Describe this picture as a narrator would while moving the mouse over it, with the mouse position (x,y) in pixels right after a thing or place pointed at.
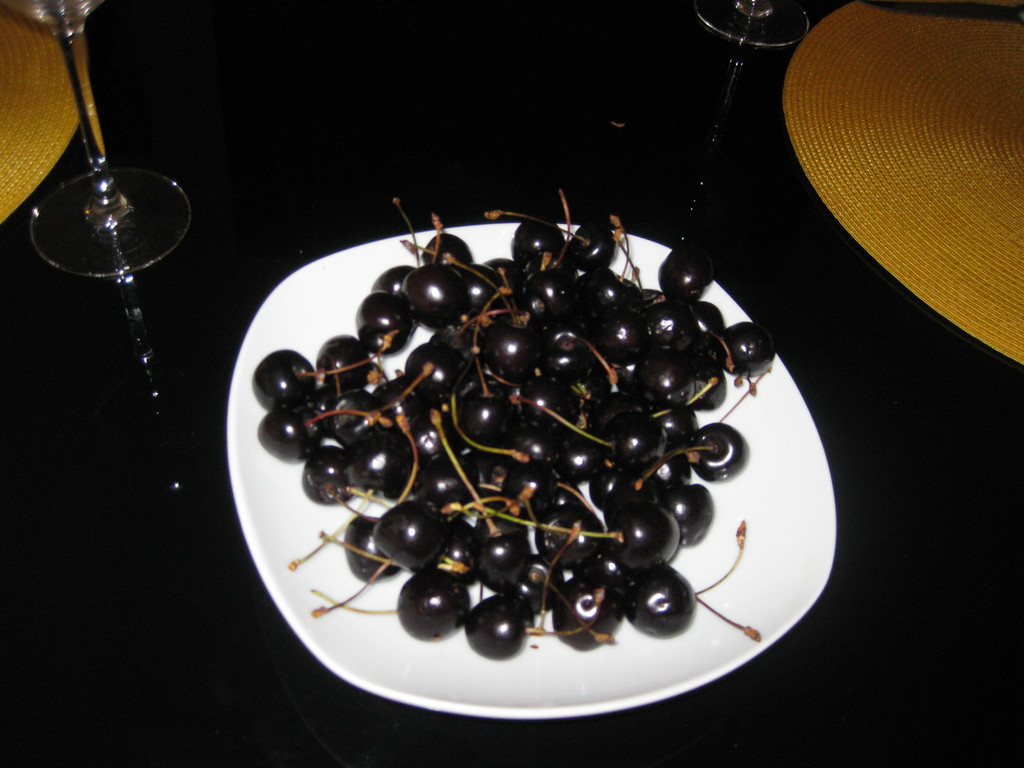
In this picture there is a plate (317,321) in the center of the image (490,287), which contains some fruits (492,380) in it and there are glasses (62,56) at the top side of the image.
